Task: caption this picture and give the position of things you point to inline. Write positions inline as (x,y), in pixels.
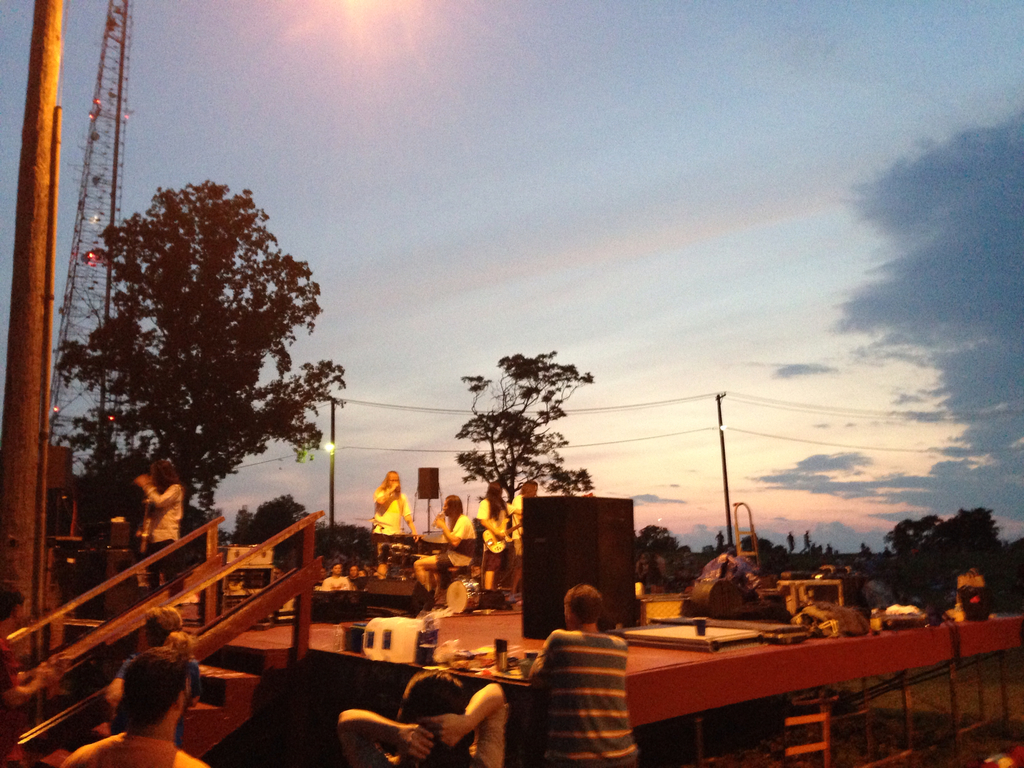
In this image I can see few people (190,765), few bags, speakers (647,610), poles (20,459), trees (93,495), wires (399,404), lights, a tower (80,350), clouds (975,146) the sky (545,299) and here I can see stairs (303,595).
